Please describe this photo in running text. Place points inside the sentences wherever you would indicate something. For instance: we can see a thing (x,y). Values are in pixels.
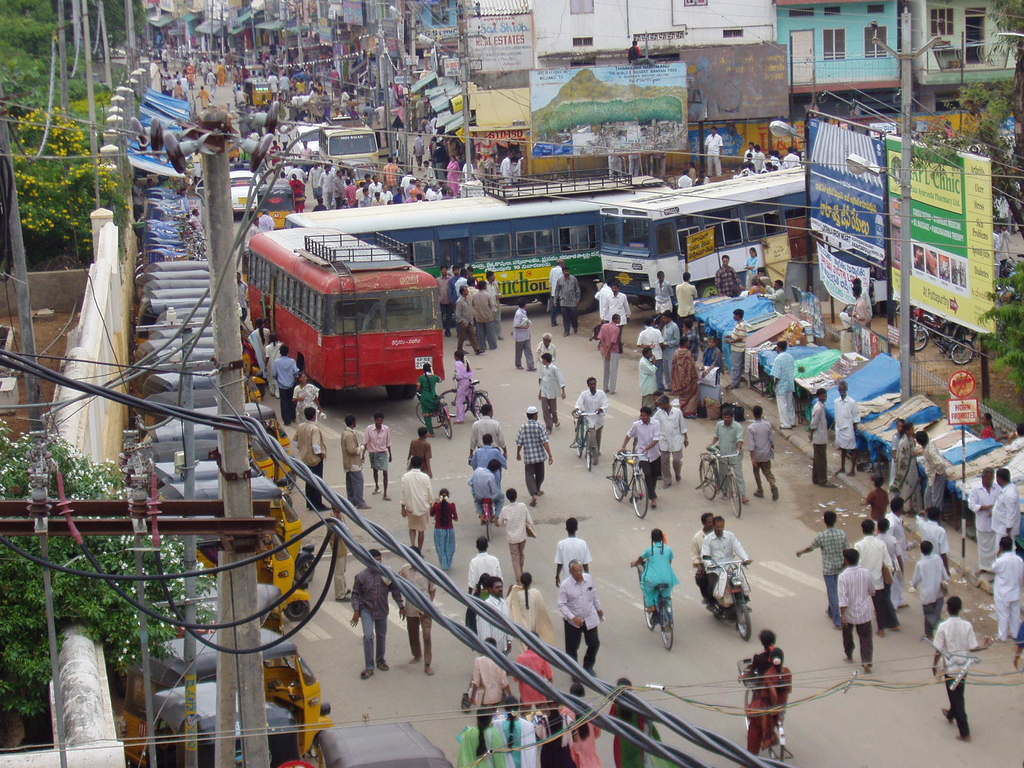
The picture is clicked outside a city on the street (707,506). On the left (67,121) there are autos (168,694), wall (80,393), trees (65,184), flowers (40,124), current poles (84,49) and cables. In the center of the picture (455,411) there are people (652,403) walking down the road (549,316) and there are buses (353,226), cars (248,189), vehicles (309,145) and bicycles (637,504). On the right (920,247) there are trees (1011,18), carts (911,412), people (982,501), buildings (915,7), banners (864,234), cables (1023,203) and other objects (894,381).
